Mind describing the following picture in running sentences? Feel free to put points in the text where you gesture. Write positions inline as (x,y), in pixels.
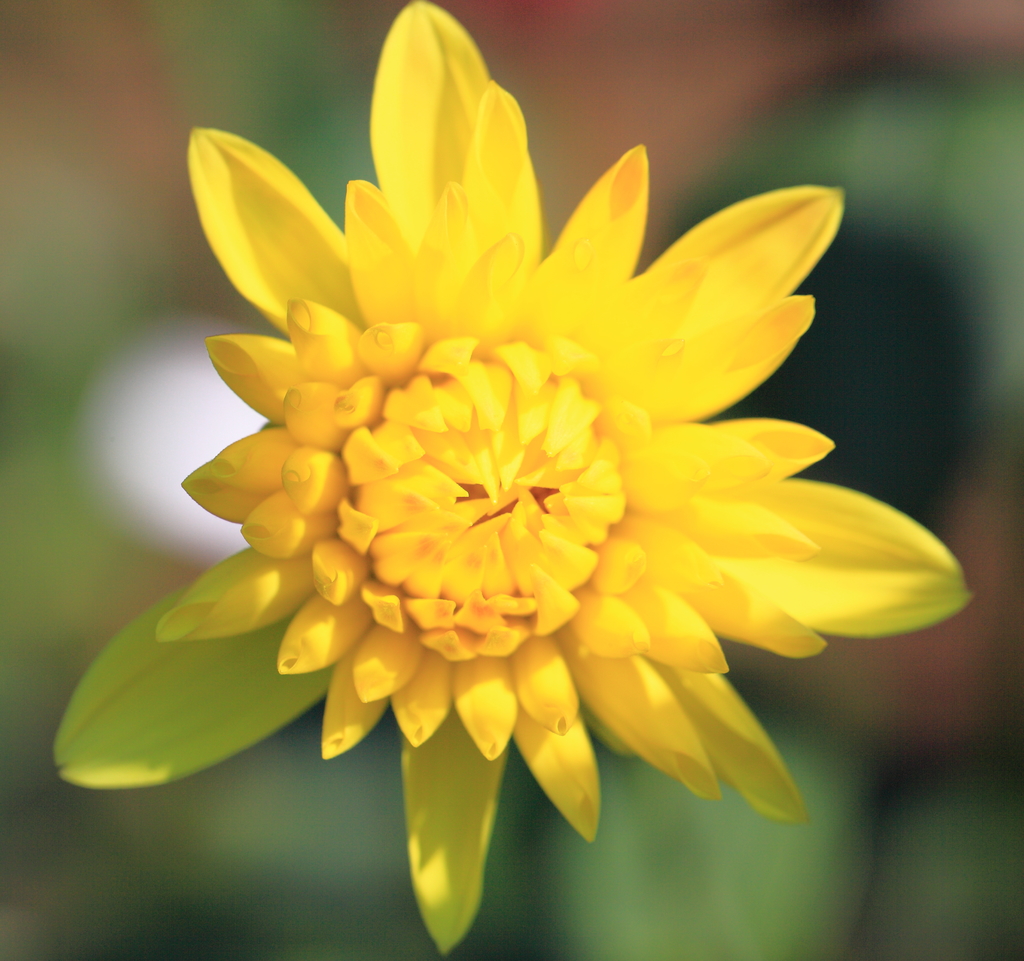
In this image I can see a flower (373,505) which is yellow in color and the blurry background (30,904).
